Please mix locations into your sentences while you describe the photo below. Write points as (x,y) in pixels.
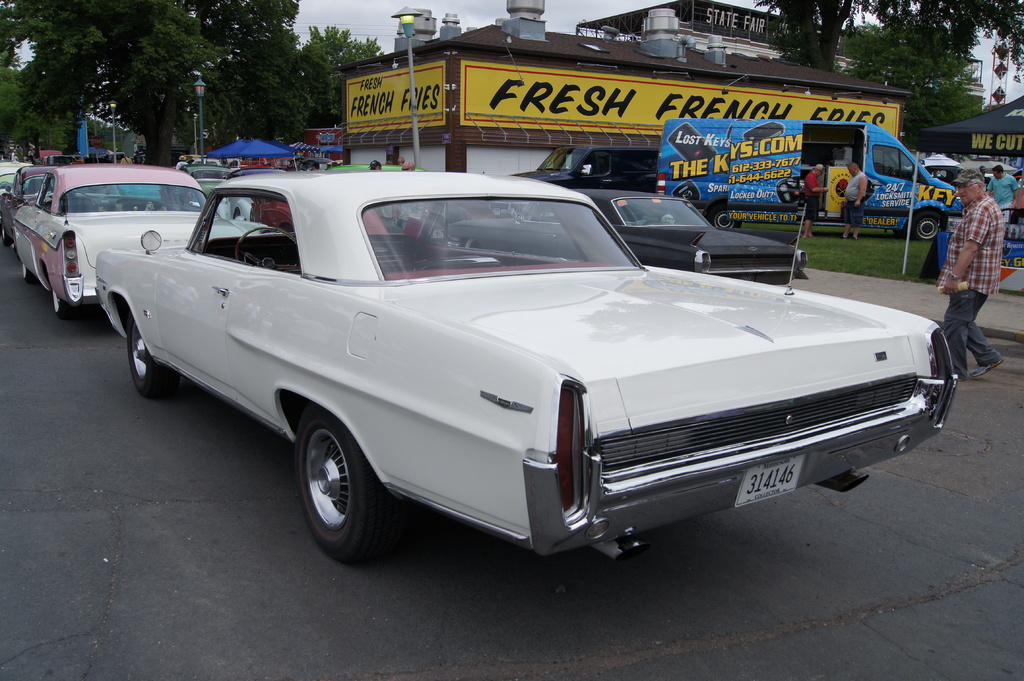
Vehicles (378,239) are on the road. Background (194,65) there are trees (961,53), tents (939,145), light poles (415,144), hoarding (558,99), sky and people (965,176). This is food stand (855,99).
